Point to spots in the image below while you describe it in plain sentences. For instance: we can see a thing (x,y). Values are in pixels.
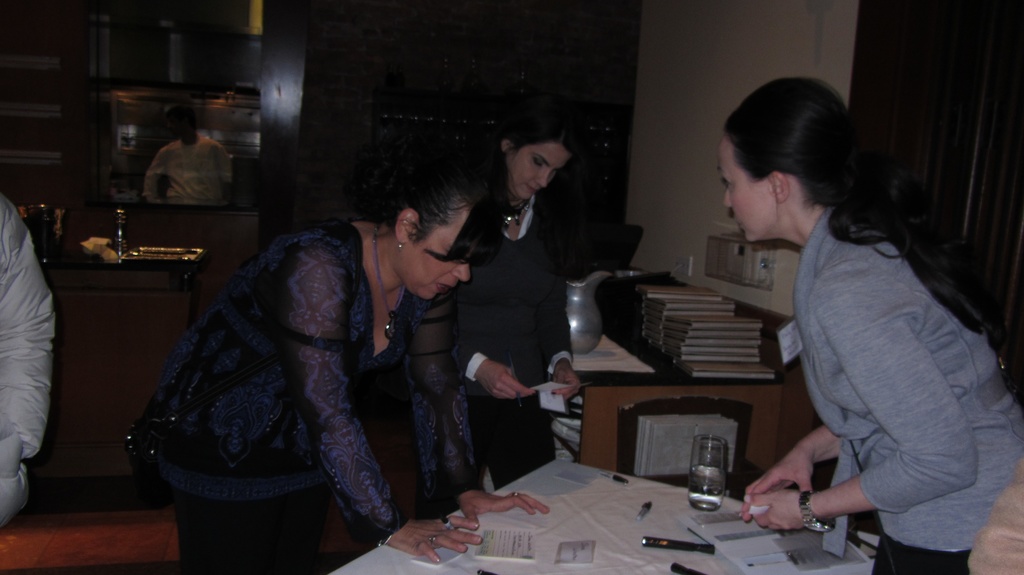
In the right (950,257) a girl (757,489) is standing and looking at the left side (328,478) two women (543,110) standing and one placing her hands (470,507) on the table (514,483) and looking onto the table (529,485) one of them wears a black color dress (522,293) near them there is a glass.
